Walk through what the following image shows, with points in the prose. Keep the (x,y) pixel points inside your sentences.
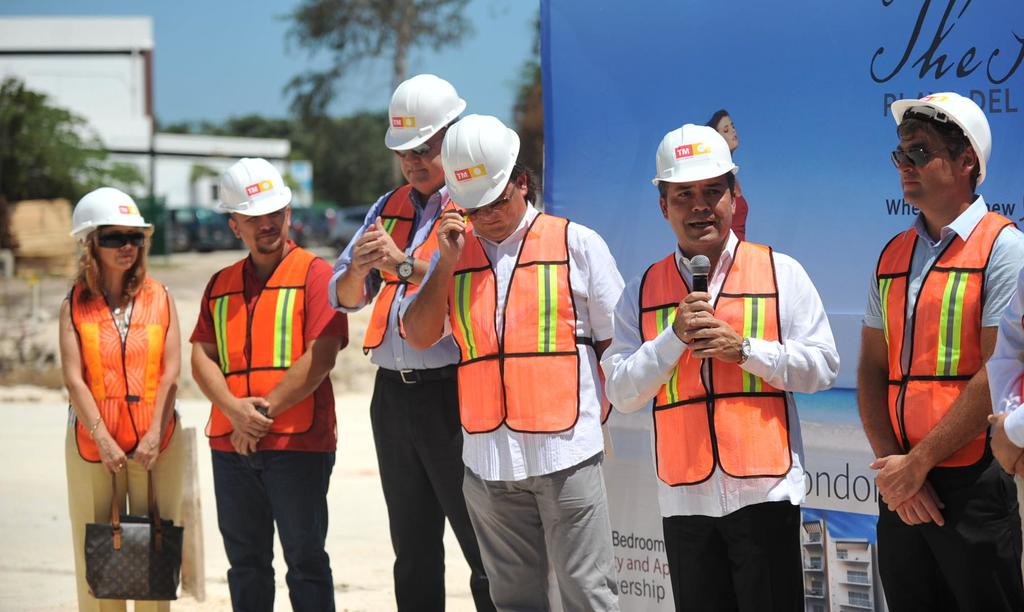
As we can see in the image there are group of people (381,369) over here, banner (602,113), trees (9,161) and a building (180,141). On the top (185,69) there is a sky (215,29).
